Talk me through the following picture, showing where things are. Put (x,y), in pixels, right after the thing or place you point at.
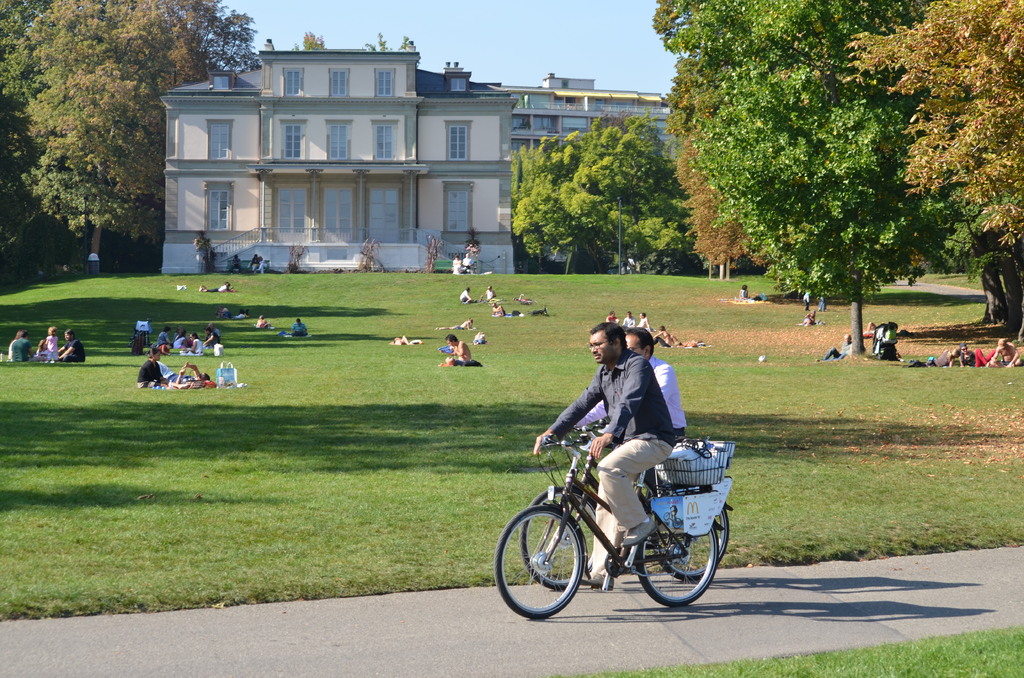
In this image In the middle (620,431) there are two men (657,444) riding bicycles (667,550). In the back ground (186,354) there are many people (173,374) sitting on the grass (369,386) and some are sleeping and there is a building (327,185), trees (679,201) and sky (503,64).
